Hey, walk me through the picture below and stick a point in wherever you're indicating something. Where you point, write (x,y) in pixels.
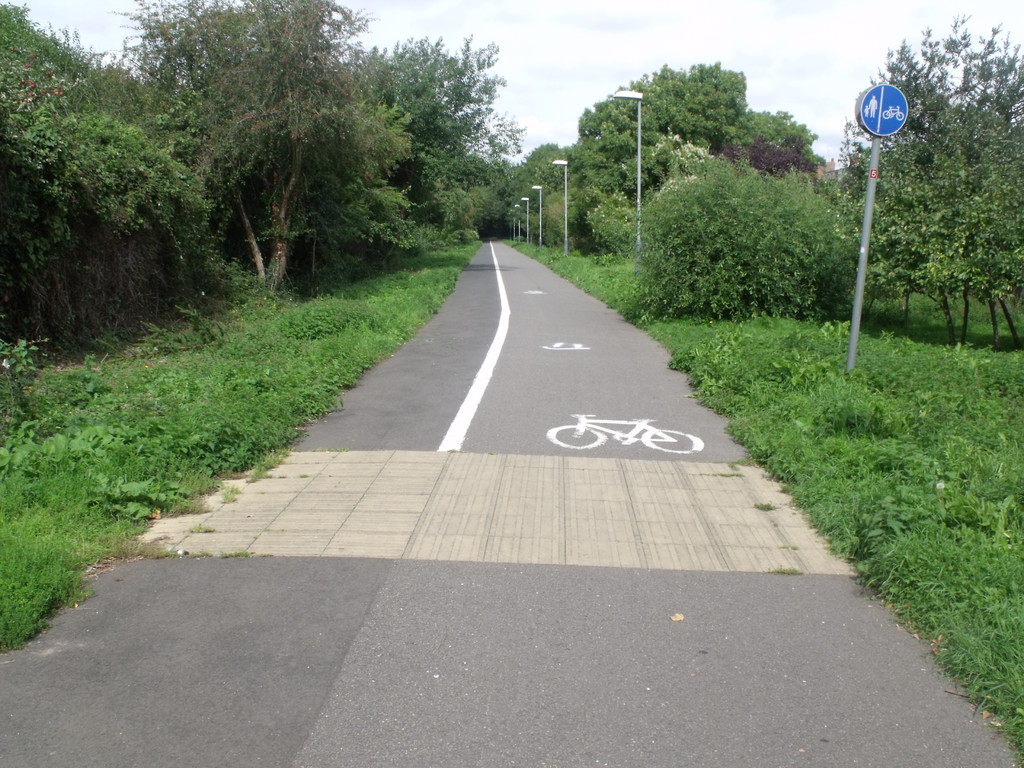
In this image, we can see a road (558,523) in between trees (289,224) and plants (827,408). There are street poles (640,164) beside the road (539,284). There is a sign board (858,330) on the right side of the image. There is a sky (546,107) at the top of the image (543,26).
